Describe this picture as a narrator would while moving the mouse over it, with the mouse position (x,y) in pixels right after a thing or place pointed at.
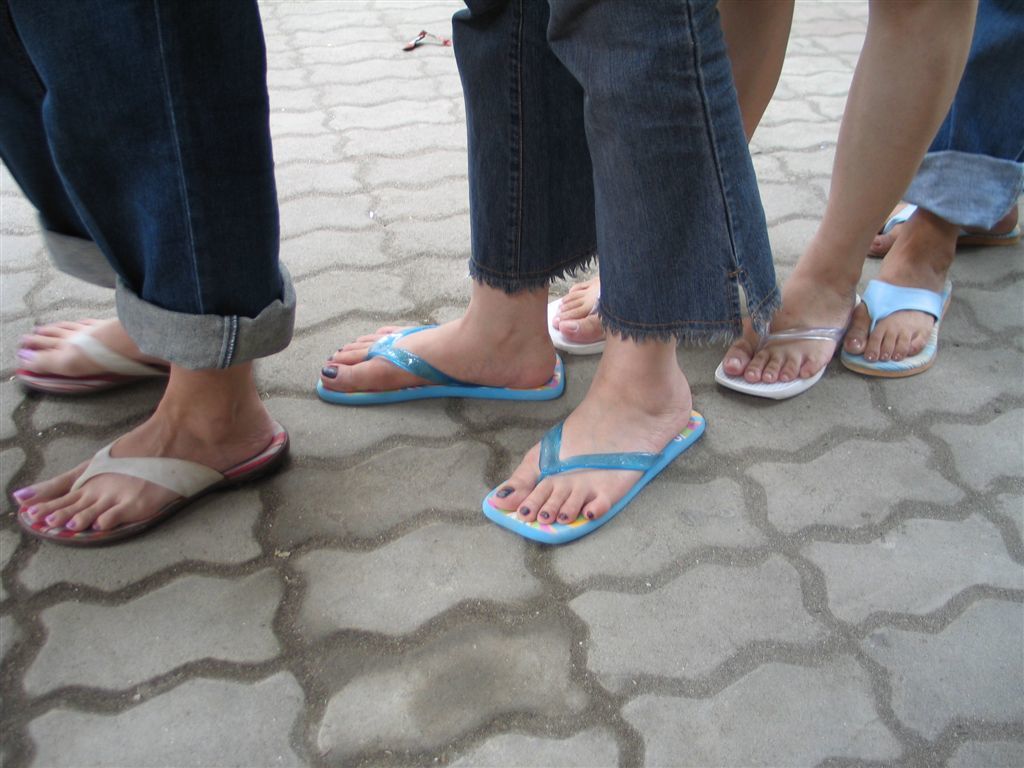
We can see persons legs (591,279) on the surface (957,298) and wore footwear (938,301).
